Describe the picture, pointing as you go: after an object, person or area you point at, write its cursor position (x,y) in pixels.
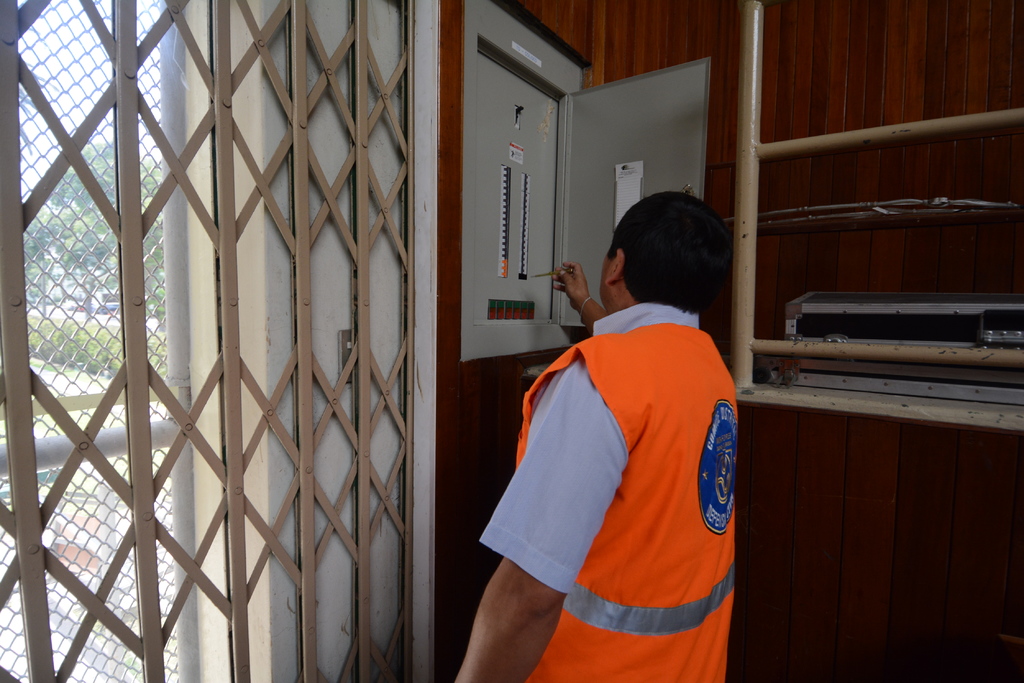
In the image I can see a person (689,682) who is holding the thing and standing beside the grill (33,621) and to the side there is a thing (535,253).
